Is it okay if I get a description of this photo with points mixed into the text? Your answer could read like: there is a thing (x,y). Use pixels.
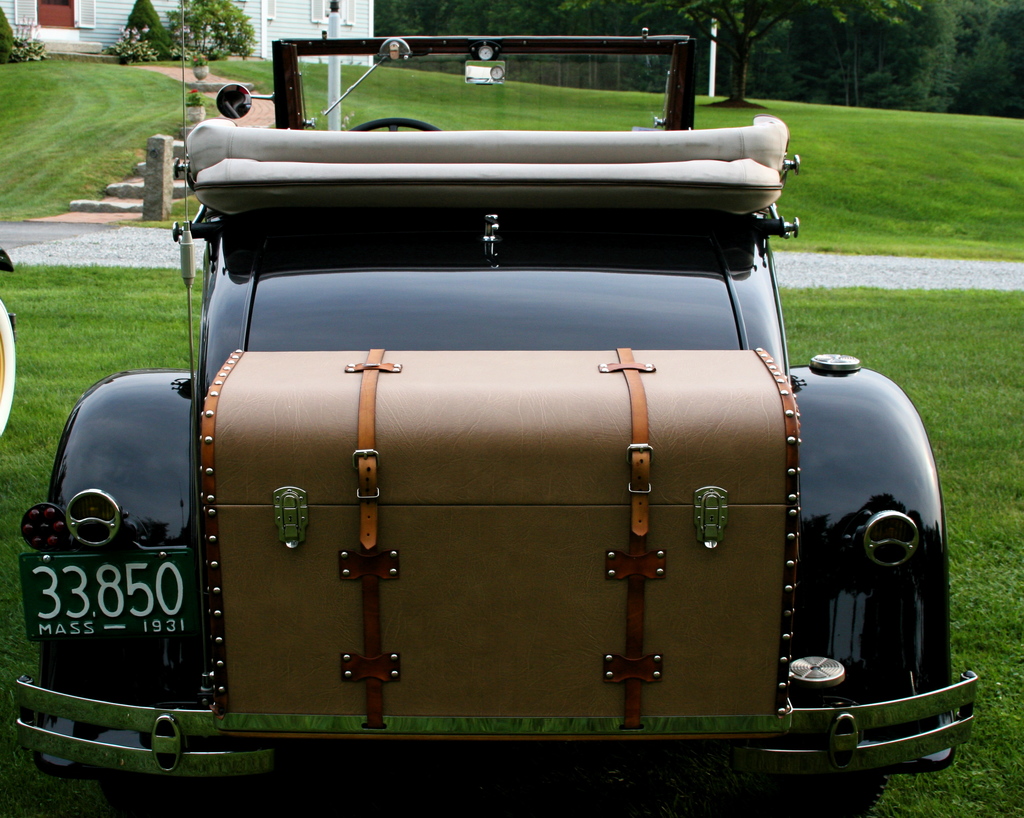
In the center of the image (395,418) we can see a vehicle (460,418). In the background of the image (99,9) we can see a building (259,36), door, bushes (178,43), stairs (190,127), pole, grass (1018,143), trees (738,67). In the middle of the image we can see the road (827,265).
